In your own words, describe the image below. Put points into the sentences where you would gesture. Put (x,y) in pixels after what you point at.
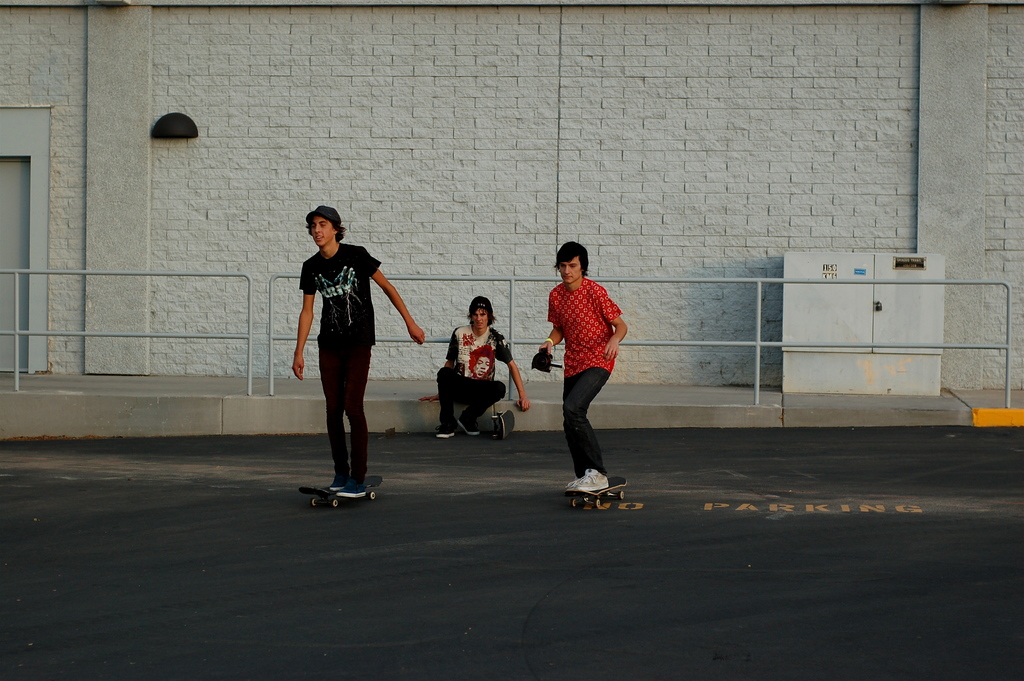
In this picture we can see two persons (345,378) skating on skateboards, there is a person (481,390) sitting in the middle (490,362), in the background (507,313) there is a wall (579,94), we can see a box (840,317) on the right side (852,308).
